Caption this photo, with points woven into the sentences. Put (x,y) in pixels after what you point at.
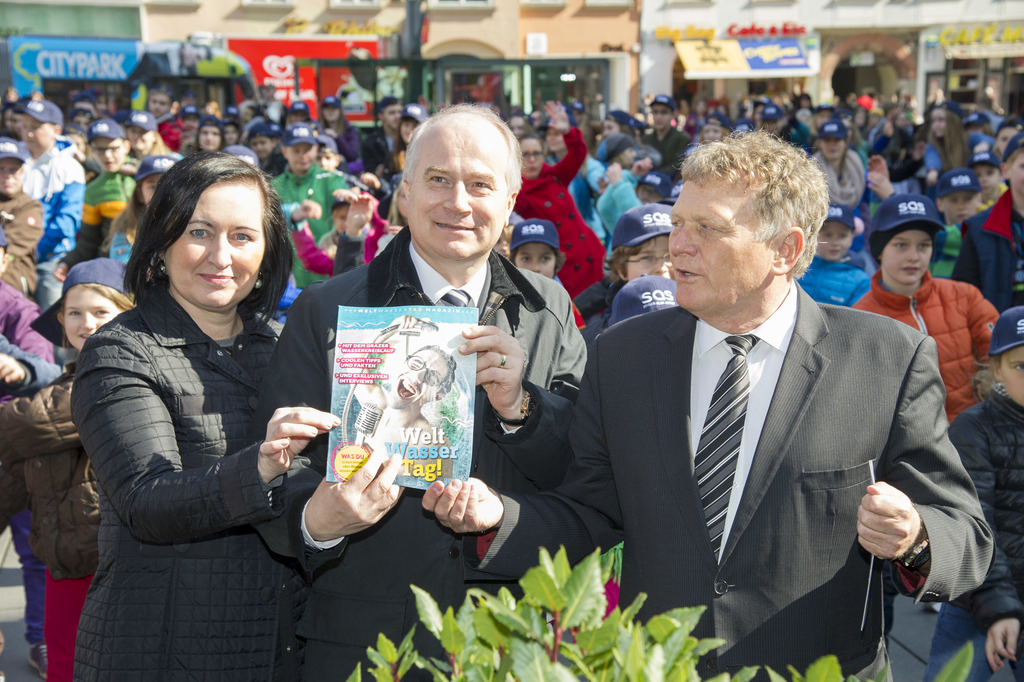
In the picture we can see group of people (593,175) standing, in the foreground of the picture (414,340) there are three persons (524,403) wearing black color dress (598,386) standing and holding book (446,405) in their hands (482,378) and in the background (702,68) there are some buildings (944,6).
